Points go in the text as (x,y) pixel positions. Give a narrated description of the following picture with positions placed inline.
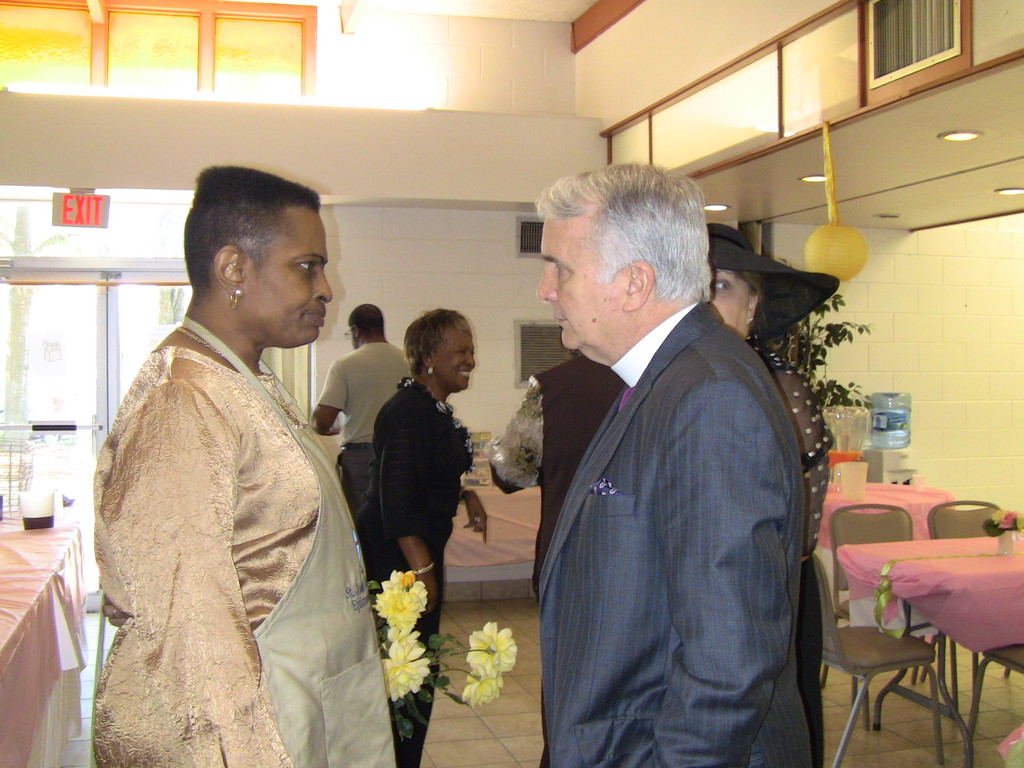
In this image I can see few people (472,504) standing. To the right (925,586) there is a table (915,592) and the chairs (911,656). On the table (984,539) there is a flower vase (1004,525). At the back ground (116,212) there is a glass window (61,332) and the exit board (93,223).
